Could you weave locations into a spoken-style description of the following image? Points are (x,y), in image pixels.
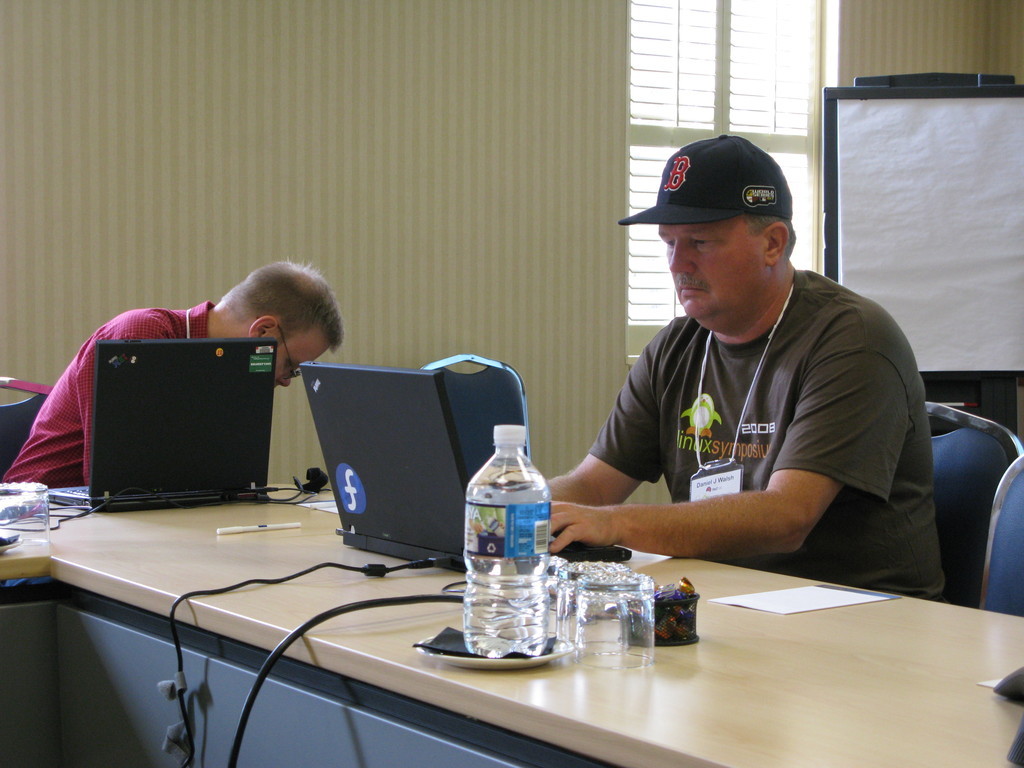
This is a picture of a man (698,543) sitting in the chair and operating the laptop (349,410), another man (333,326) sitting in the chair (7,415) and there is a table (379,659) where we have water bottle (500,637), glass (587,583) and paper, cables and at the back ground (997,115) we have wall (427,9), board (939,126) and a window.
